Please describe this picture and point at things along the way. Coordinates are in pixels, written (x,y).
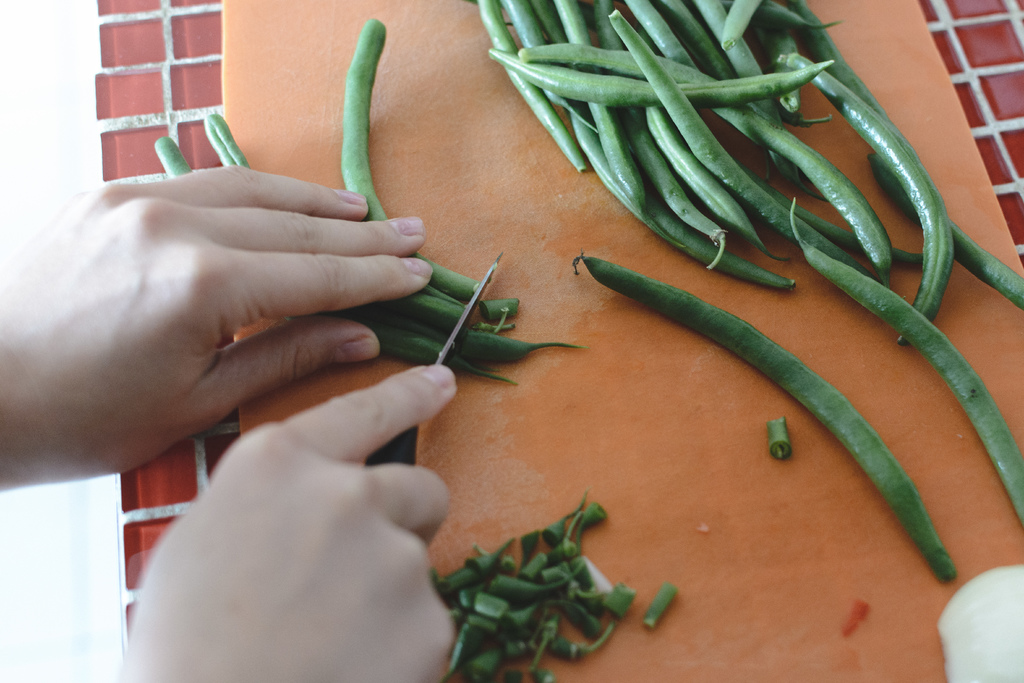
In this picture we can see hands (425,492) of a person (232,248) holding a knife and we can see green beans (667,231) on the platform (716,381).
